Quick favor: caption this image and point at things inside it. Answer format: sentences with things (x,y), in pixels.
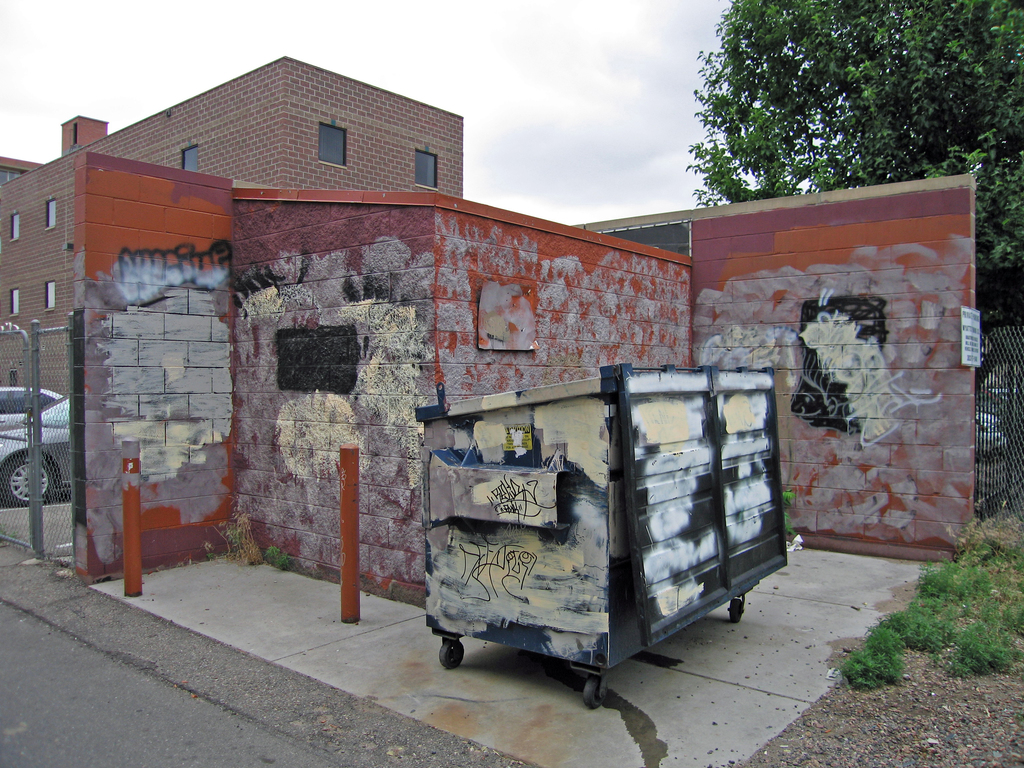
In this picture we can see a cart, vehicles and traffic poles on the ground (283,669) and in the background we can see buildings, trees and the sky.
